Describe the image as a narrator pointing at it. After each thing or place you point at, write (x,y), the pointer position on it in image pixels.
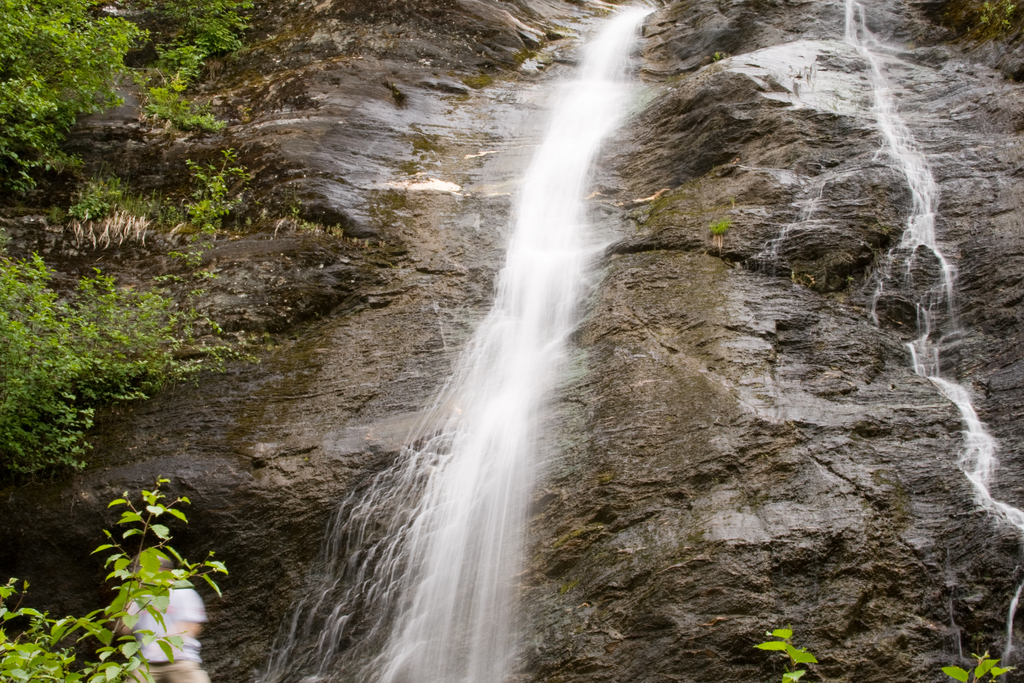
In this image there is water fall (569,118). On the left side (15,50) there are small plants (87,353). At the bottom (179,593) there is a person (143,612). There is water (561,195) on the stones (731,275).
